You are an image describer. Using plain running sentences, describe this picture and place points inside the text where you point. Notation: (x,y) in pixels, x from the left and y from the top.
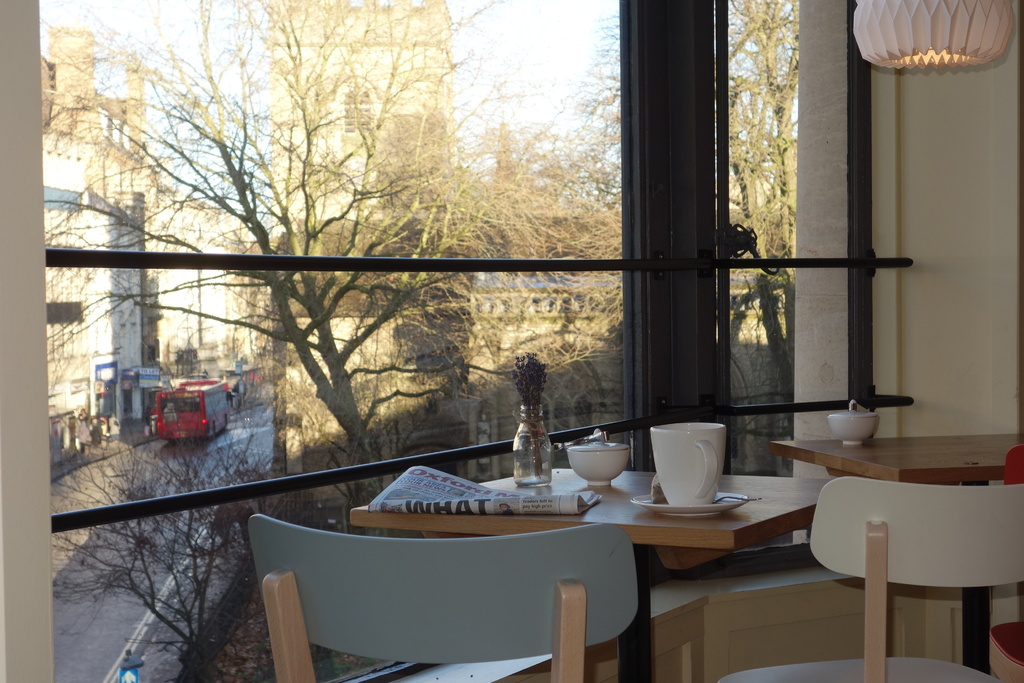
In this image we can see an inside view of a room (930,404). On the right side of the image (907,525) we can see a group of chairs (629,579) and tables (493,520). On the table (729,545) we can see a group of cups (670,484) and newspaper (564,510), plate (657,510), and a bottle (534,423). In the background (643,380), we can see a window (728,358), metal rods (357,261), group of trees (383,323), buildings (226,348), vehicle (215,421) parked on the road (189,448) and the sky (507,59).
